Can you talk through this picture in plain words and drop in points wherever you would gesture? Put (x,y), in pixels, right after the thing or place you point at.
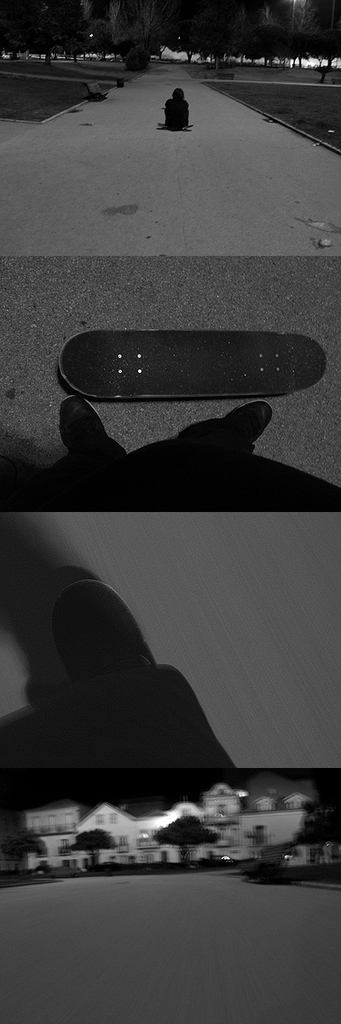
This picture is a collage of four images. In the first image we can observe a person (171,113) sitting on the road (158,213) and there are trees (146,19) in the background (200,44). In the second image we can observe a skating board (158,386) and a person (90,457) on the road (123,423). In the third image we can observe a skating board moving on the road (271,682). In the fourth image we can observe houses (148,847) and trees (87,847).
